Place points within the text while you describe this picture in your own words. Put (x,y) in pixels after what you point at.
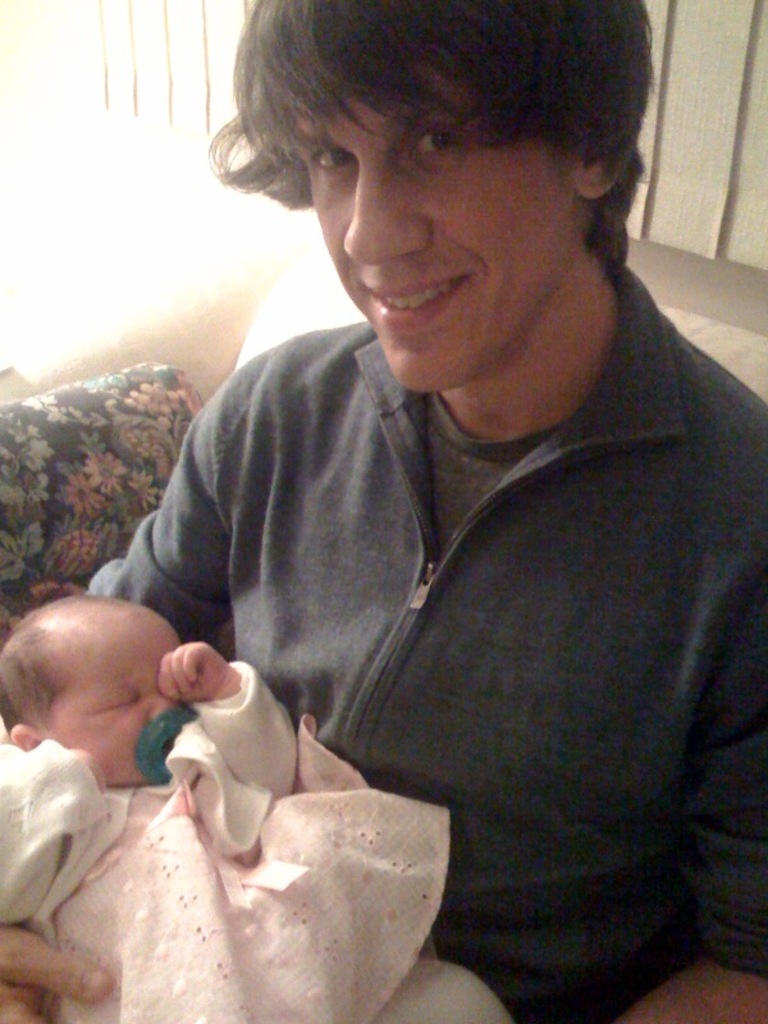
Here I can see a man (495,363) sitting on a couch (55,383) carrying a baby (92,889) in the hands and smiling by looking at the picture.
